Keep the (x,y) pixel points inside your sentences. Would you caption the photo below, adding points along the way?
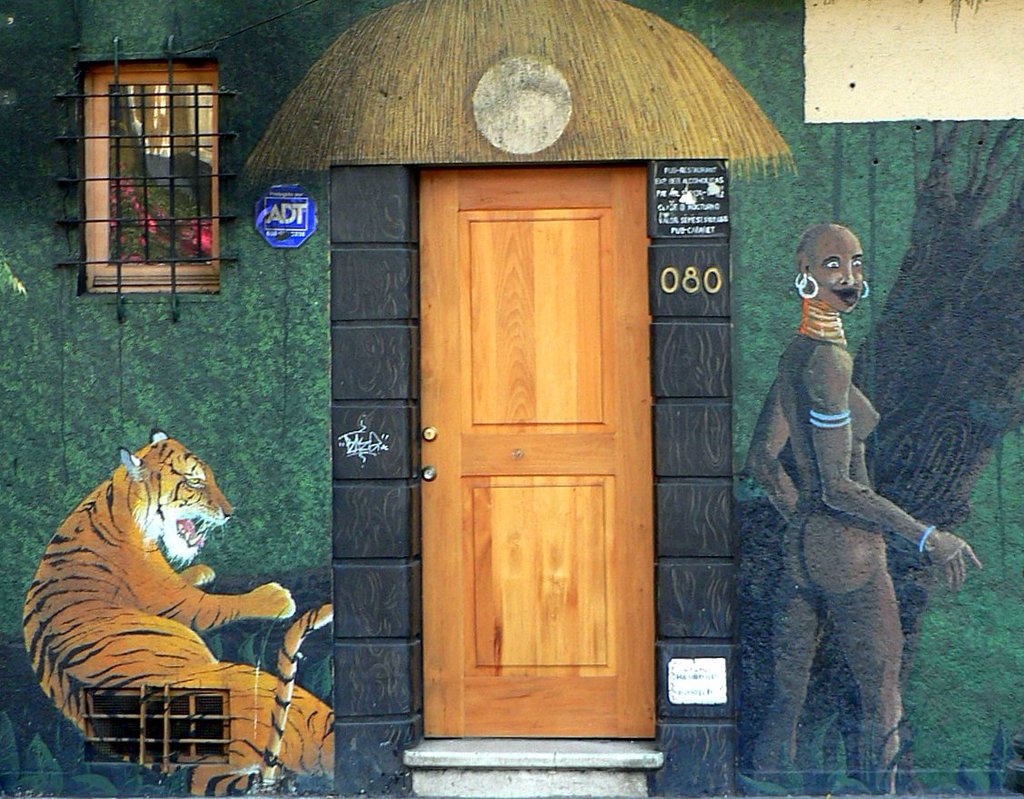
In this picture we can see a door (470,573), window (205,68), wall (156,48) with a painting (88,407) of a woman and a tiger (34,602) on it and from window (100,265) we can see leaves (158,213).
